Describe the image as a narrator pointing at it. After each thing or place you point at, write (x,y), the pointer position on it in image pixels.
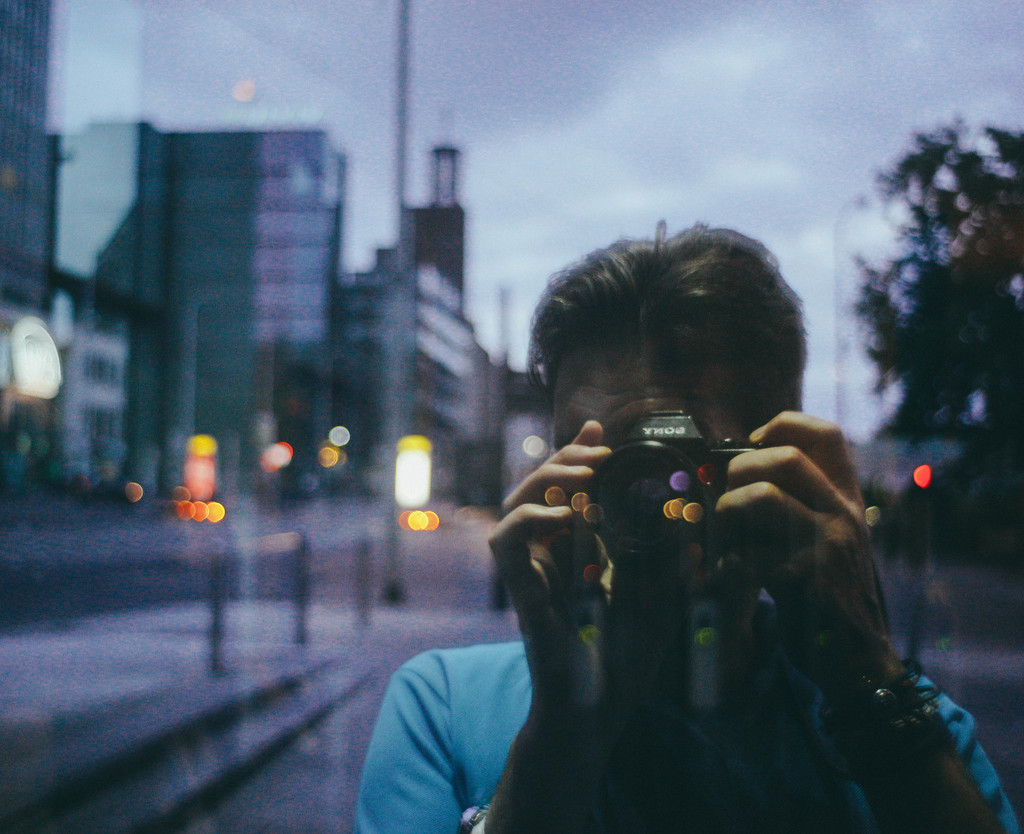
In this image there is a person (625,599) standing and holding a camera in his hand (553,517). The background (67,543) is blurry.
